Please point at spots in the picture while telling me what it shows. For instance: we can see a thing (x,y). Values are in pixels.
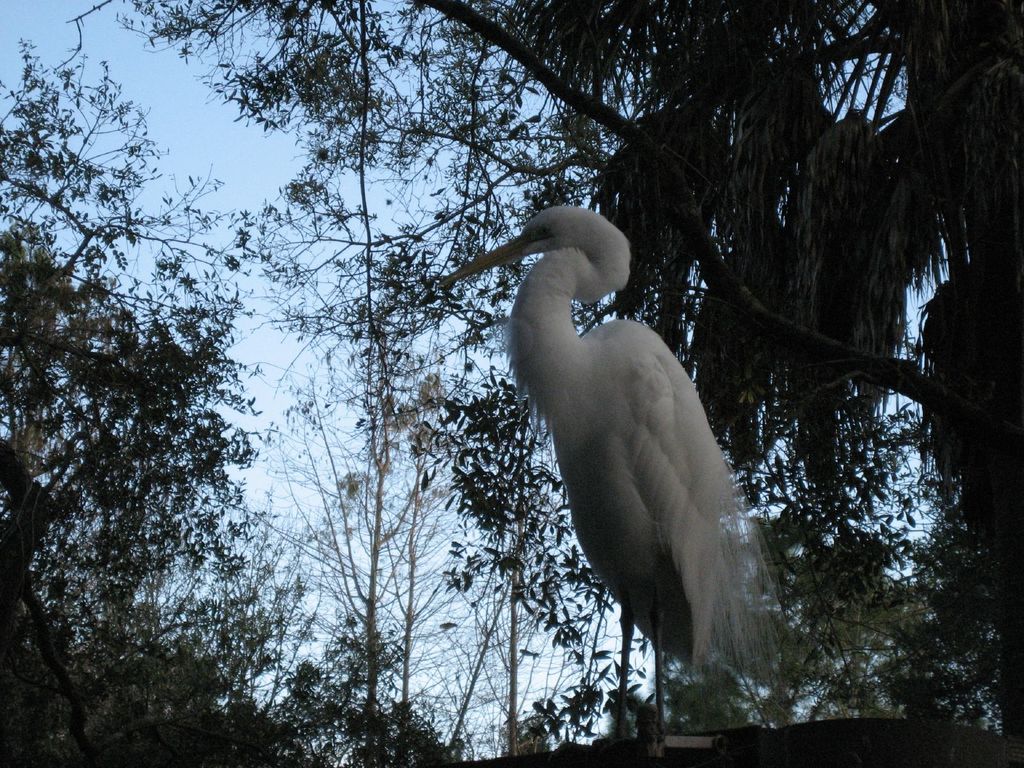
In this image I can see a bird (664,527) which is white in color. In the background (814,238) I can see few trees (738,235) and the sky (246,417).
